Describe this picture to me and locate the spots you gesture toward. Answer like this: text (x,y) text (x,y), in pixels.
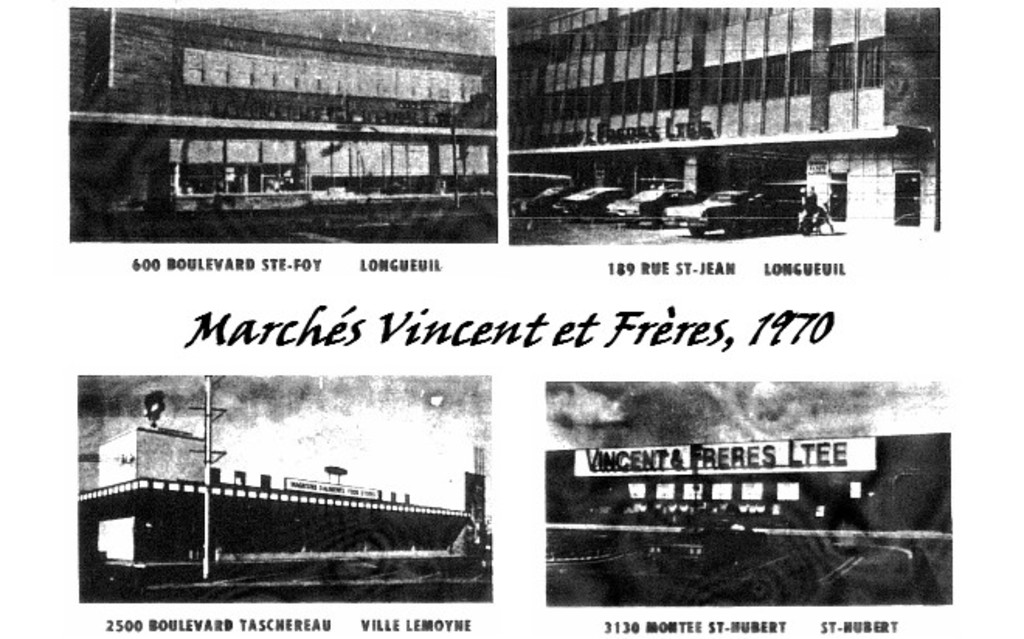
This is a collage image. This is a black and white image. In this picture we can see the buildings (611,89), vehicles (766,215), poles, boards (655,130), roads (591,242) and some persons (816,212). In the background of the image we can see the text (427,328).
